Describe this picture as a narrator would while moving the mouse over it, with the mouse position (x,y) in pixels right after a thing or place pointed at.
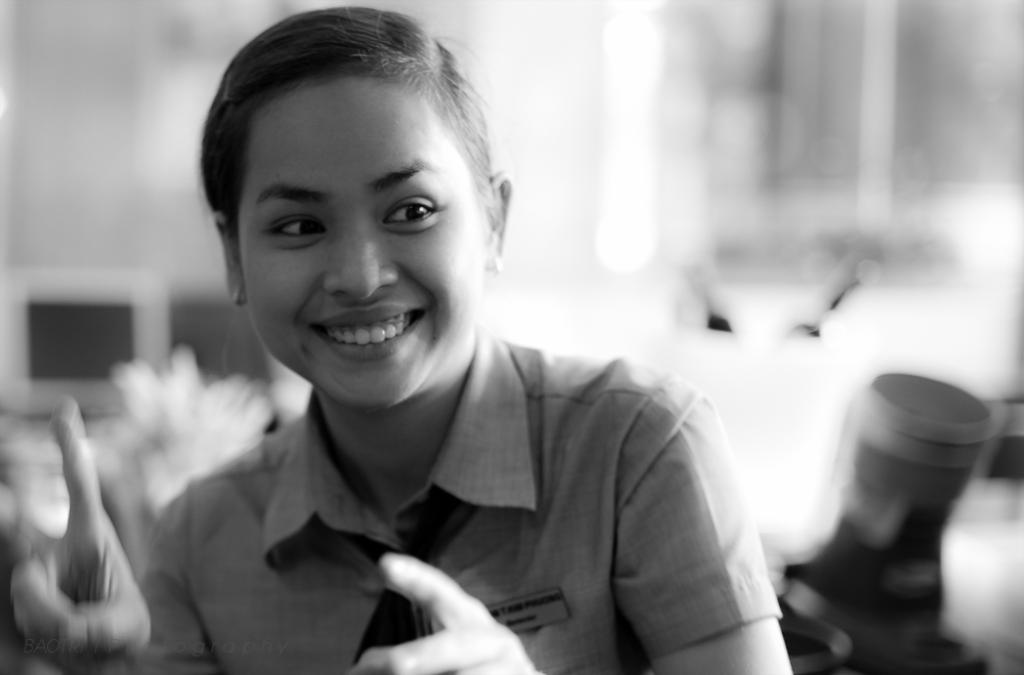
In this image in the front (396,415) there is a woman (359,436) smiling and the background (531,309) is blurry.
